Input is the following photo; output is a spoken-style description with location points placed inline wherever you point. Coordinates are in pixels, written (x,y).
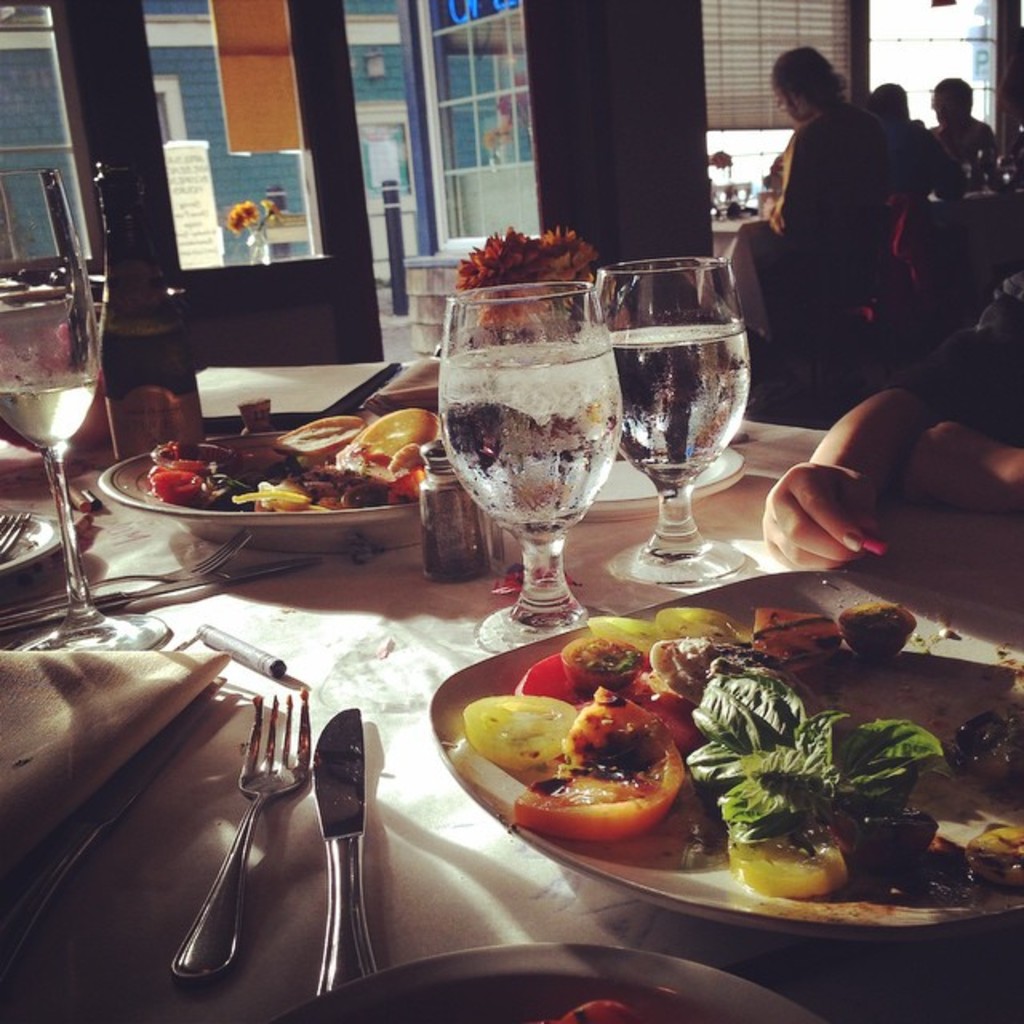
There is a table (416,740). There is a plate (616,858), food items (681,660), fork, knife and flower vase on a table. We can see in the background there is a window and people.
